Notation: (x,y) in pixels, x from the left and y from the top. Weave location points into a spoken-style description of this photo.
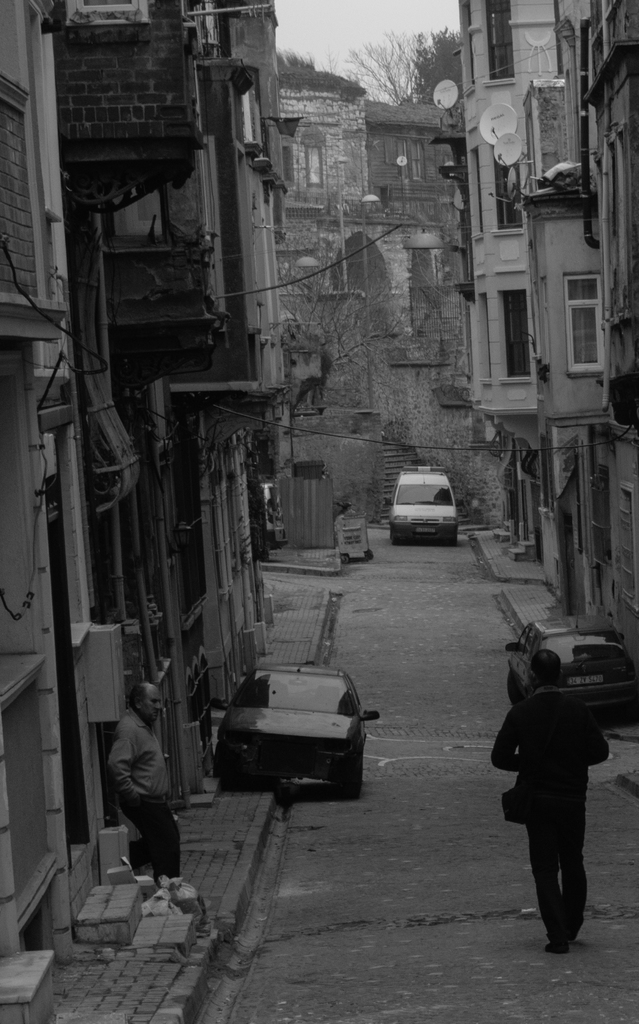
This is a black and white image. In this image we can see a group of buildings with windows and the staircase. We can also see some dishes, trees (378,317), some vehicles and a person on the pathway (631,897), a person (174,822) standing on the footpath (187,847), some wires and the sky (391,83) which looks cloudy.
